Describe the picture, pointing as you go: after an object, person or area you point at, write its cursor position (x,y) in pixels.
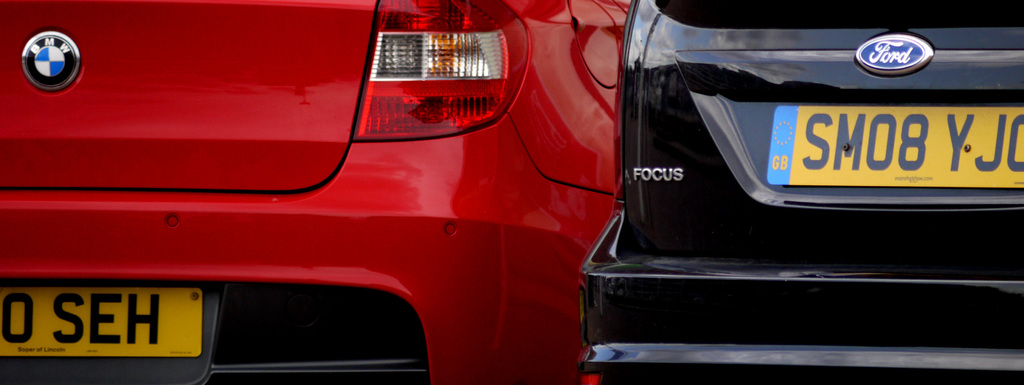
This image consists of two cars (401,217). One is black color. Another one is red color. They have number plates (62,337).
